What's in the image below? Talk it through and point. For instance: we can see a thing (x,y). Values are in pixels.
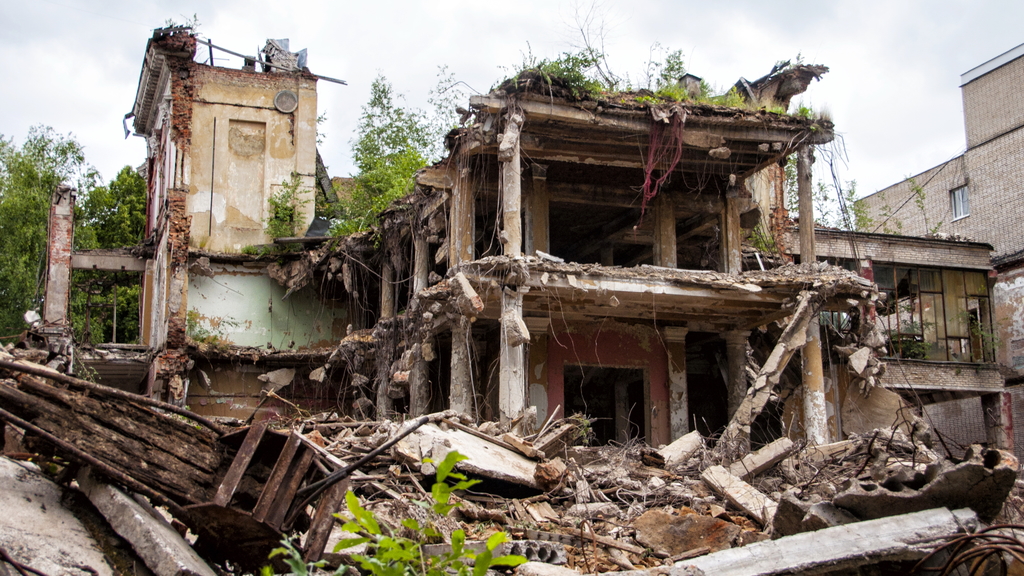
There are many collapsed buildings (453,233). In the back (607,43) there are trees (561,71) and sky (577,18). There are pillars (454,261) and iron rods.
